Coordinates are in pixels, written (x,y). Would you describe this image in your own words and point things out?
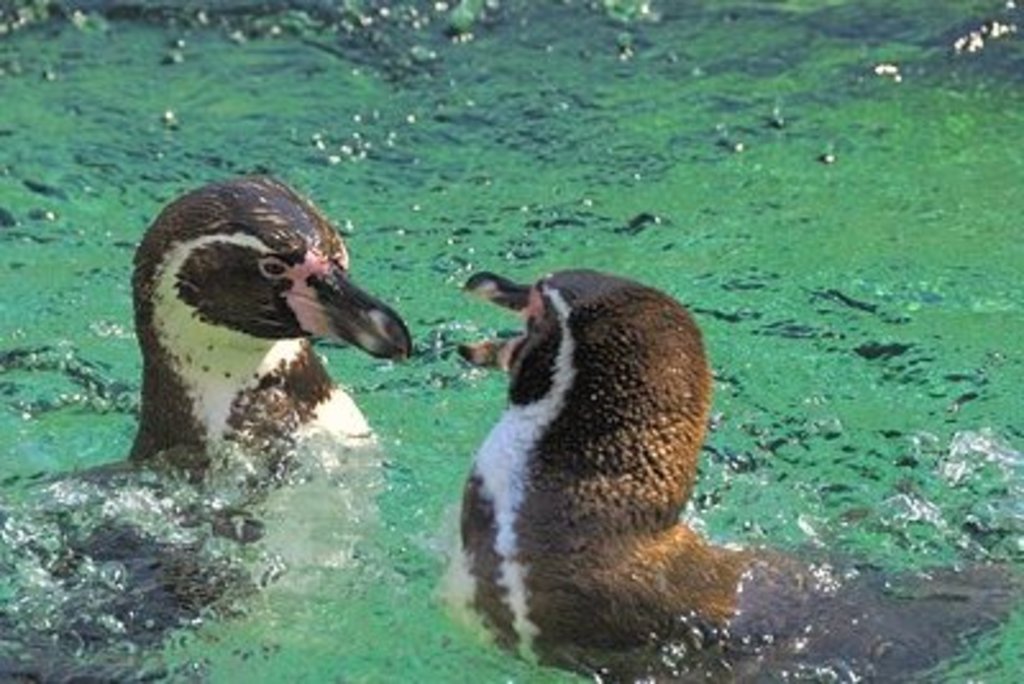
In this image we can see two penguins (516,287) in the water (412,469).
